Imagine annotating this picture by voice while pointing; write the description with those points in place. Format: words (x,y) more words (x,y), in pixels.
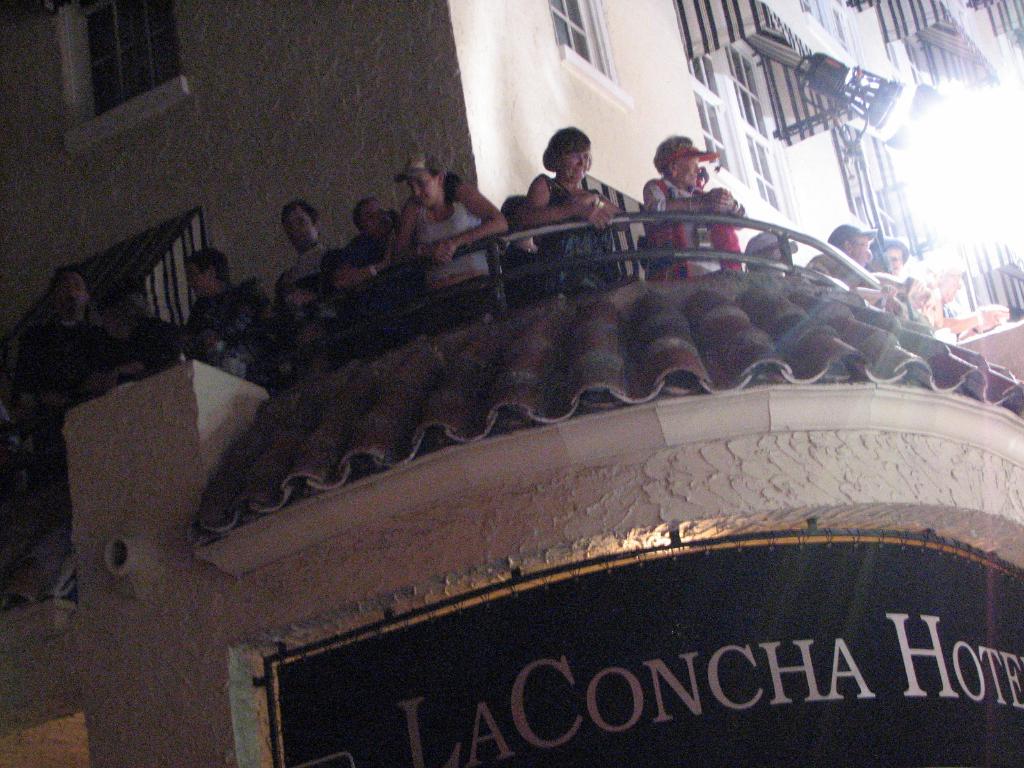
This image is taken during night time. In this image we can see the building (365,3), light (874,105) and also the text (609,667) on the black color hoarding (761,602). We can also see the people (468,264) standing near the fence (785,263).
